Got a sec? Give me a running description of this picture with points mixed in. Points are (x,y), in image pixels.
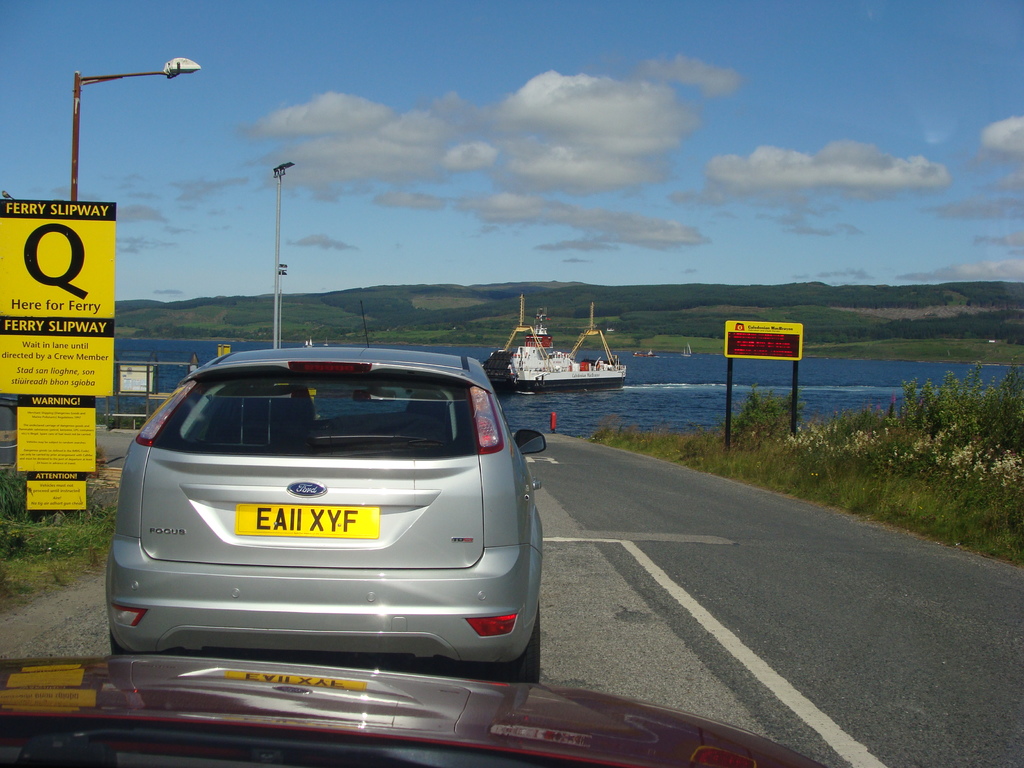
In this image there are two vehicles (480,507) on the road (545,483), boards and lights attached to the poles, grass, plants (618,434), ship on the water (610,406), and in the background (440,337) there are hills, sky (758,216).
